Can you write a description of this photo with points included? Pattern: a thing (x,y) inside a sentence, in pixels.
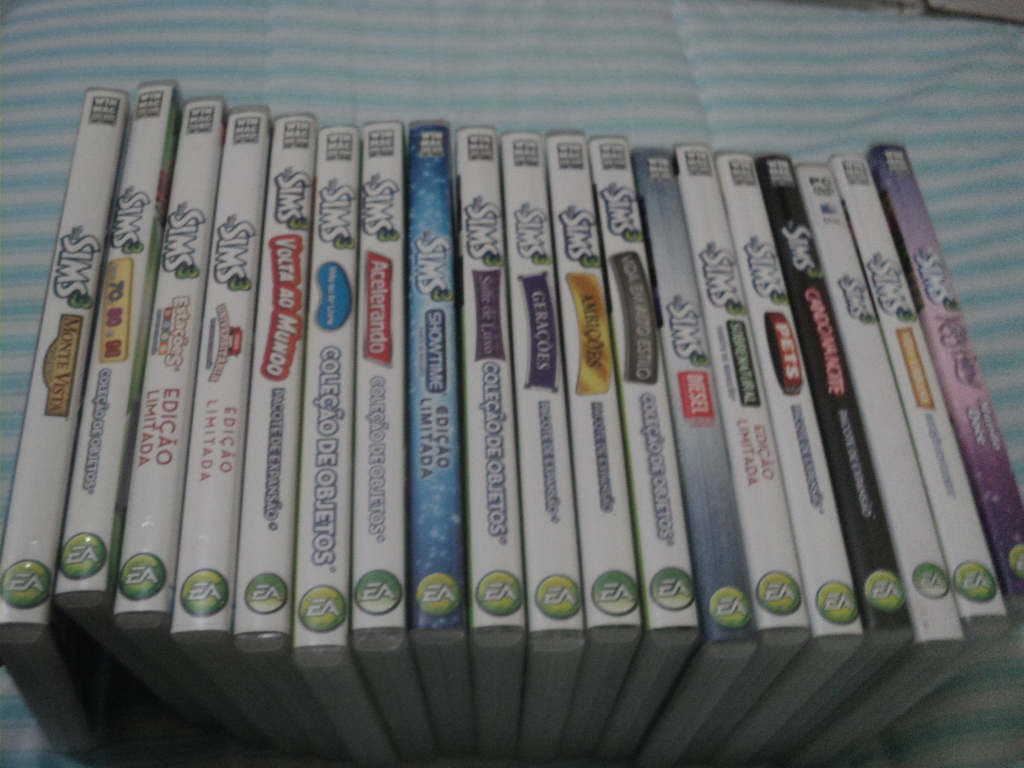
In this image I can see few boxes (542,518) and the boxes (600,514) are on the blue and white color surface (635,93) and I can see something written on the boxes (718,381).
